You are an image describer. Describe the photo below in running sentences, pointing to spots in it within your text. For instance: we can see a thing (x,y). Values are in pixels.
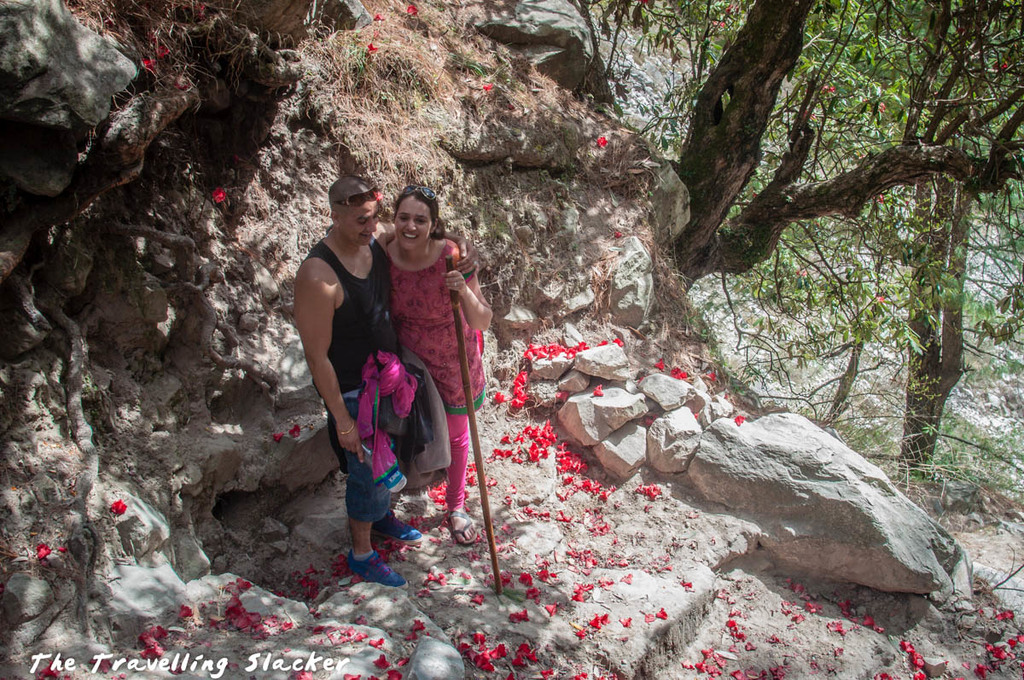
In this image I can see two people (364,308) standing and wearing different color dresses (436,385) and holding stick (457,311). Back I can see trees (891,158), red color flowers (412,638) and rock (796,523).
